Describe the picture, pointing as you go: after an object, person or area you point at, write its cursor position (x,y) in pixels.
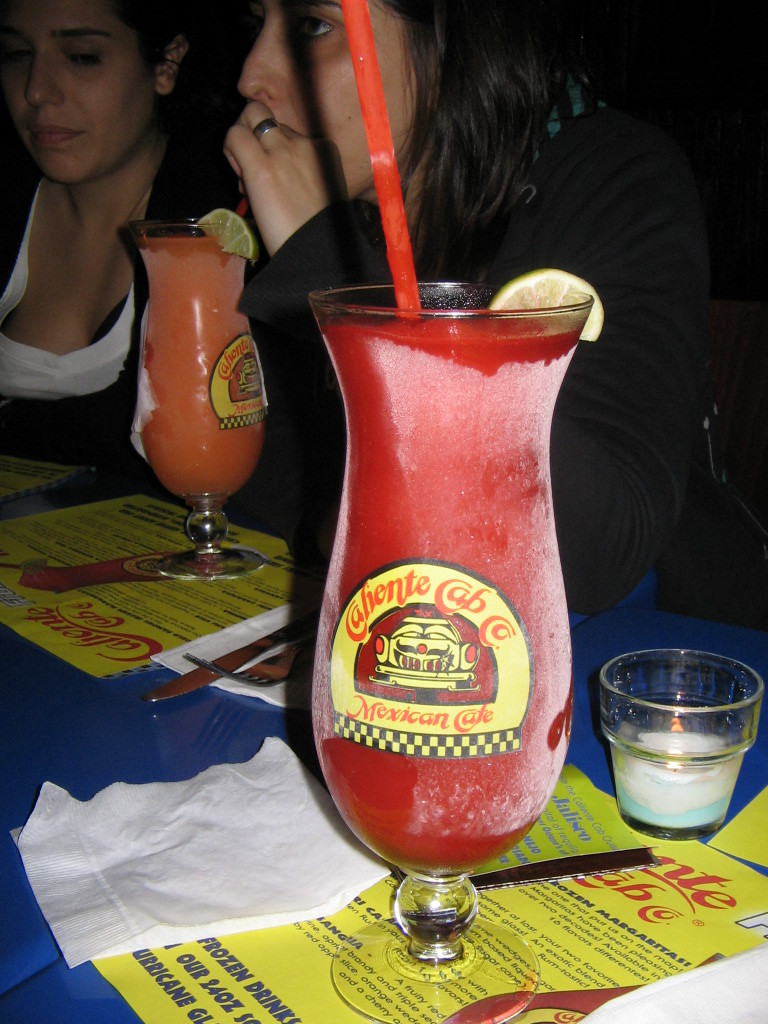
In the foreground of the picture (224,864) there is a table (151,677), on the table (132,675) there are pamphlets (97,526), glasses (190,389), juice (519,539), lemon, straws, tissues (270,825) and other objects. At the top (117,157) we can see two women (84,175).
